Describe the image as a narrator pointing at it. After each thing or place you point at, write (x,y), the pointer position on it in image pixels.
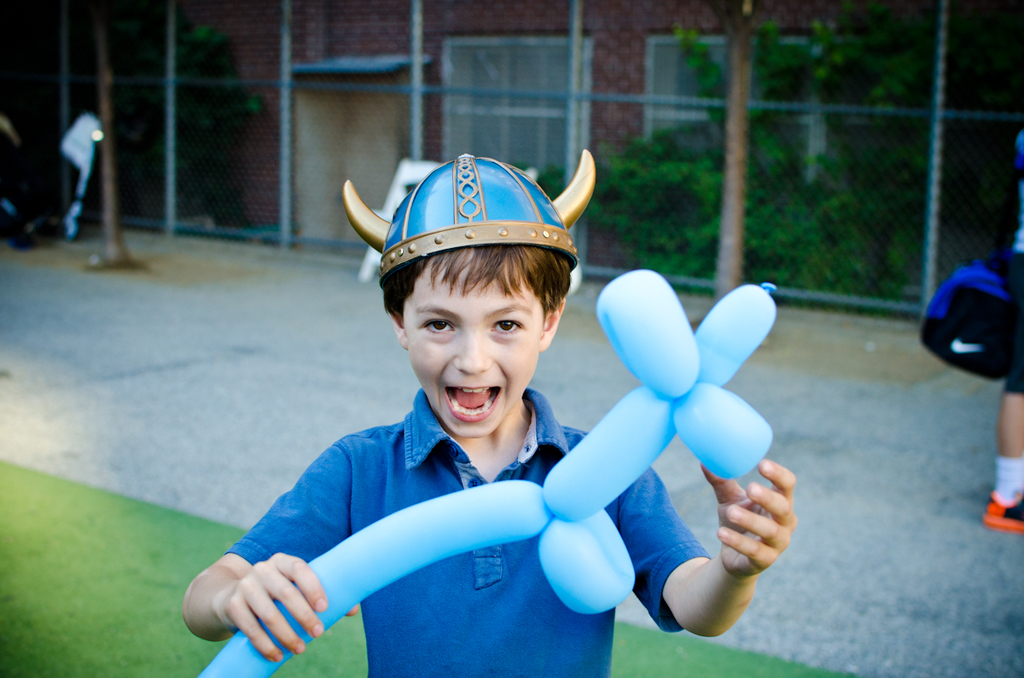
As we can see in the image there are buildings (479,59), fence (60,76), tree (665,170) and few people (557,649) here and there. The boy (487,189) standing in the front (532,504) is holding a balloon (565,489).
